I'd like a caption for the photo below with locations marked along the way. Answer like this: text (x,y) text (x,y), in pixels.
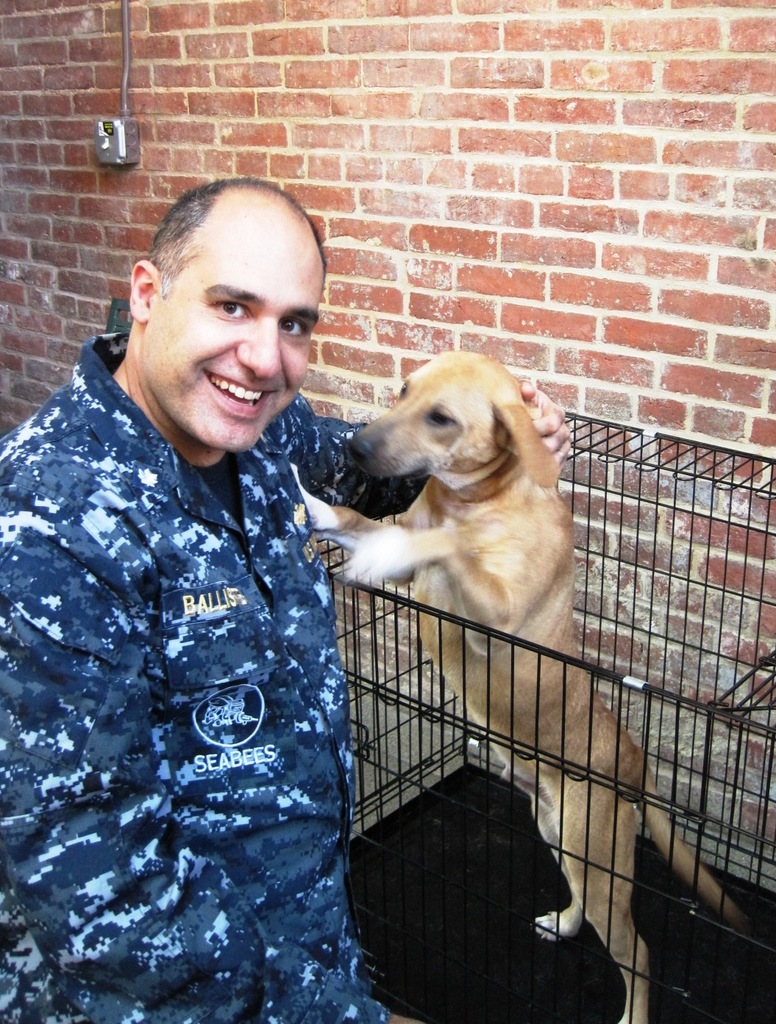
In this image we can see a person (208,840) wearing a uniform (256,785) is standing and smiling. Here we can see a dog (474,503) in the cage (693,456). In the background (670,428), we can see the brick wall (59,115).
